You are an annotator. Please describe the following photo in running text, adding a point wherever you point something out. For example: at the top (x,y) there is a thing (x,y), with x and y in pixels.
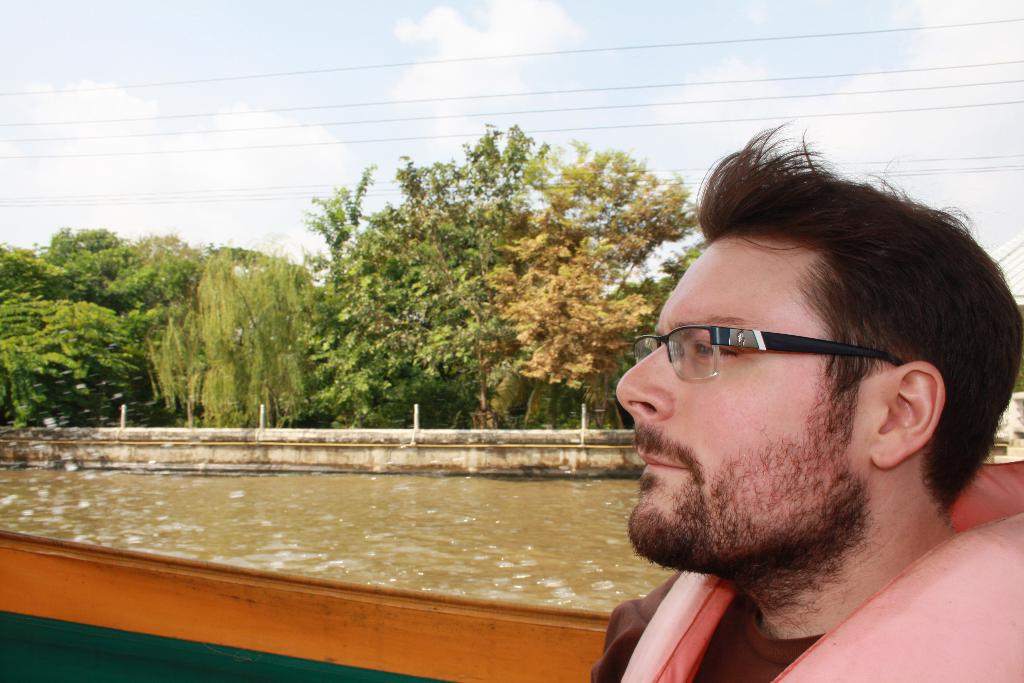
In front of the image there is a person (689,514), beside the person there is water (197,491), on the other side of the water (243,480), there is a concrete wall (258,444), beside the concrete wall (133,441) there are trees (233,274), at the top of the image (326,107) there are electrical cables (128,149) passing through and the clouds (173,176) in the sky (190,104).
